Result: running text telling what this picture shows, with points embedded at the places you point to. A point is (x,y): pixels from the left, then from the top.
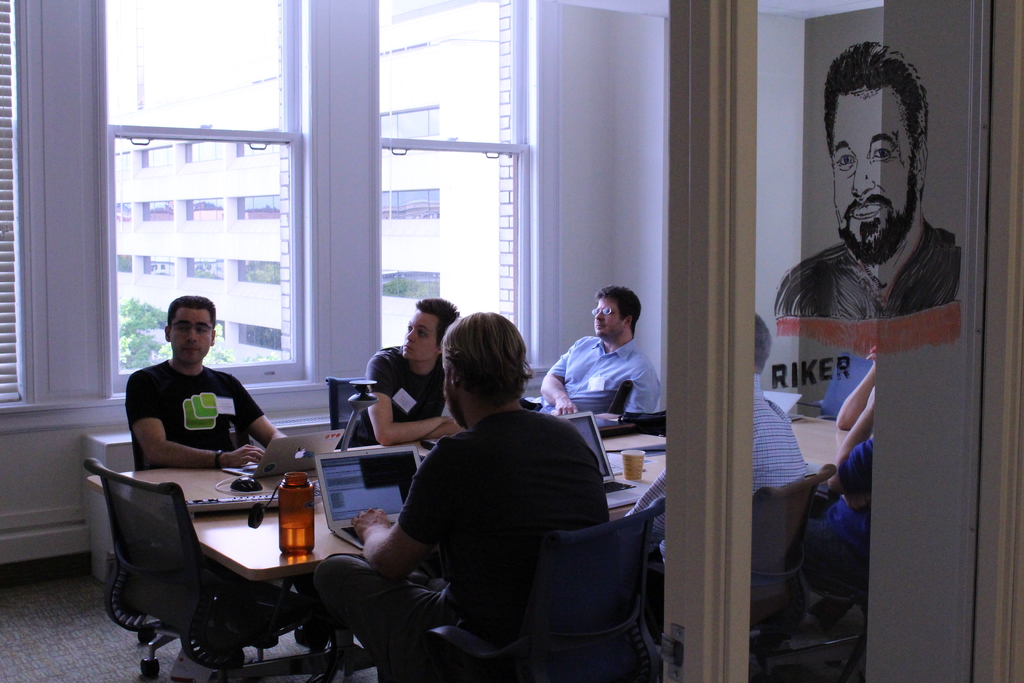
In this image there are group of people (364,516) sitting in chair (182,600) and in table (205,479) there is cup (627,452), laptop (578,418), mouse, keyboard (246,496), bottle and in background (469,43) there is building (239,352), tree (143,354), window (477,228).
